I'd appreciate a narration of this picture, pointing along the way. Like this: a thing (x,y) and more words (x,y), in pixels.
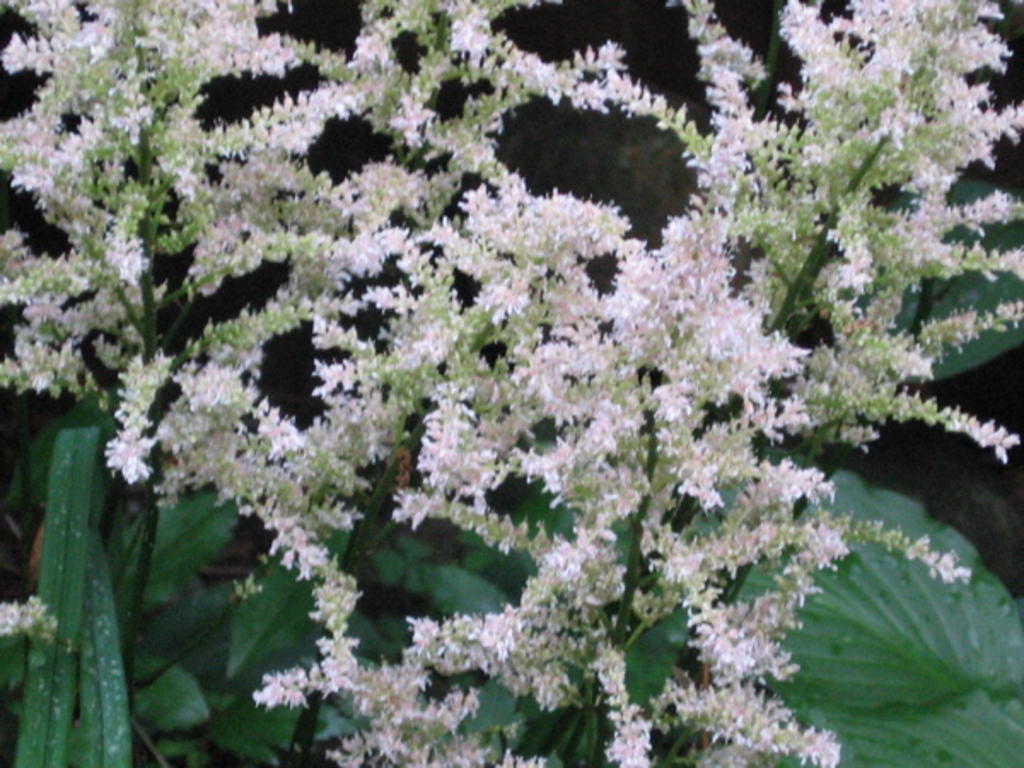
In this image I can see flowers (729,189) and leaves (863,670).
